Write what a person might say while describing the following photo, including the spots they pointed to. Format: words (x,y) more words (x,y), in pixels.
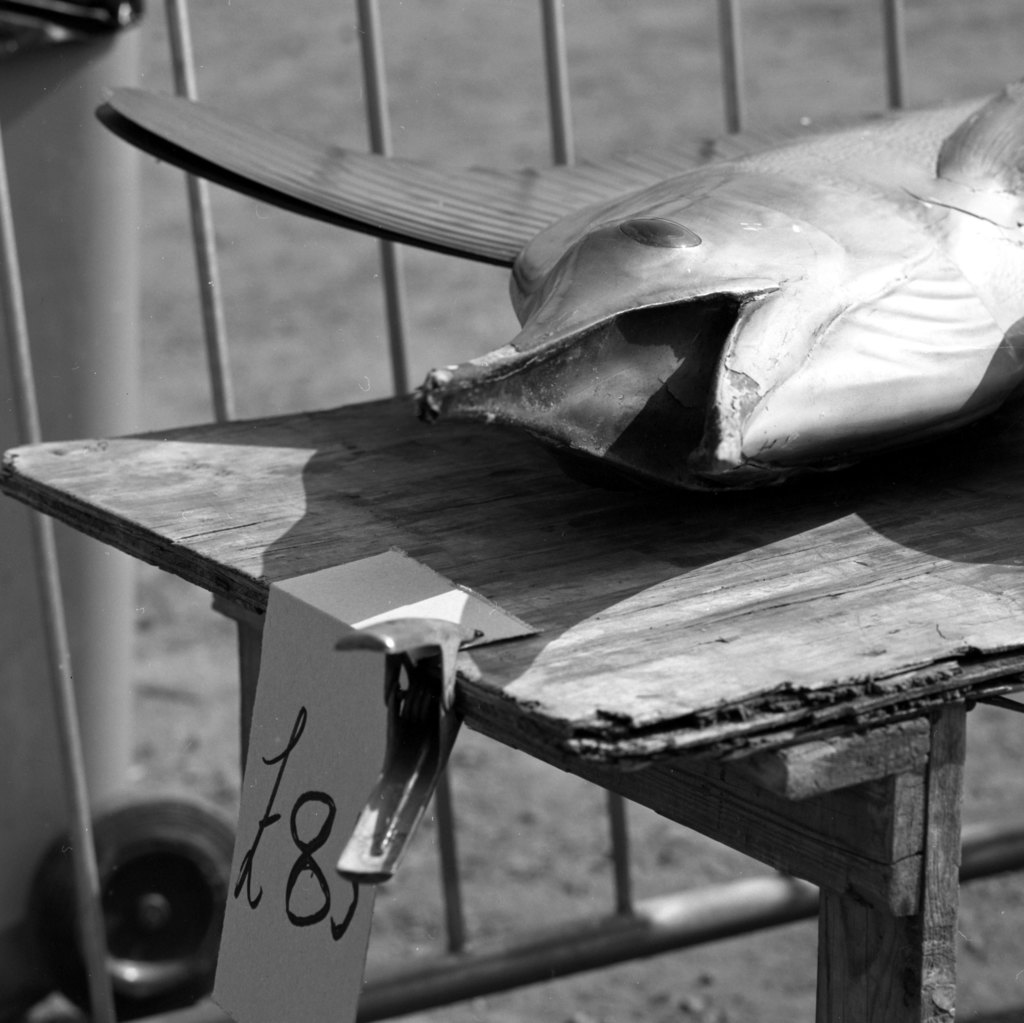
As we can see in the image, there is a table (643,776). On table (727,814) there is a toy fish (723,294).
